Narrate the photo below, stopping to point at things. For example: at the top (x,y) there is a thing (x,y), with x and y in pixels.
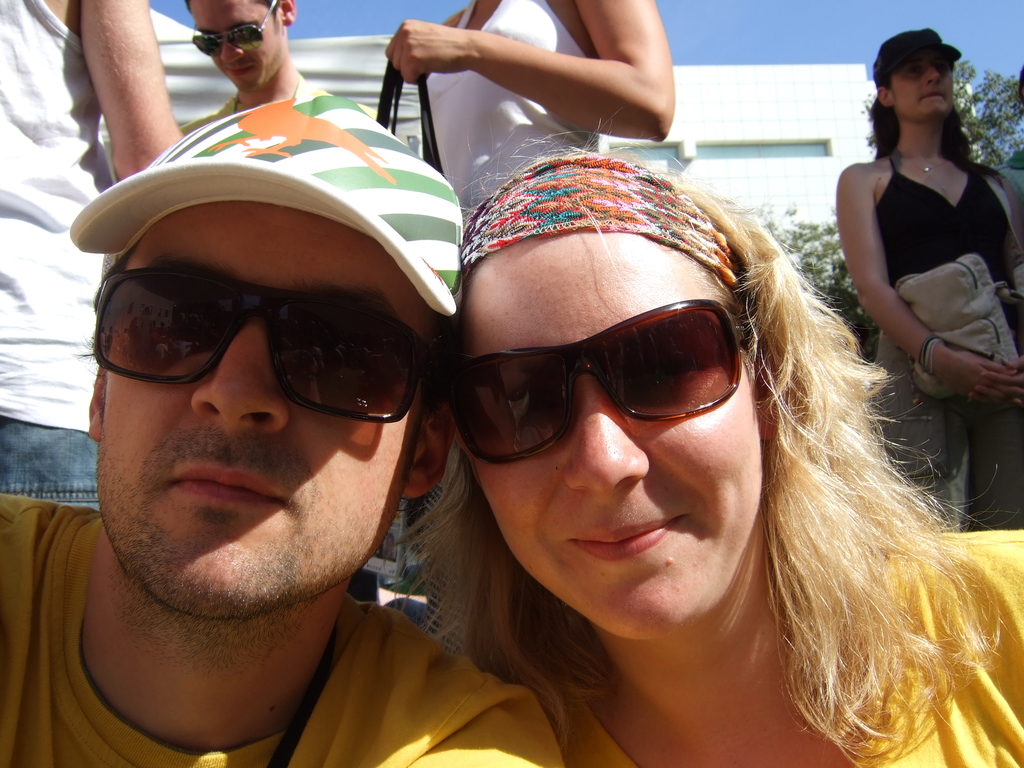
In this picture I can see buildings (755,178), trees (1003,121) and I can see few people (925,412) standing and couple of them are seated and I can see couple of them holding bags (422,134) in their hands (1012,377) and I can see a man (244,223) wore cap (314,143) and sunglasses (279,345) on his face (218,223) and I can see a woman (647,328) wore sunglasses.
